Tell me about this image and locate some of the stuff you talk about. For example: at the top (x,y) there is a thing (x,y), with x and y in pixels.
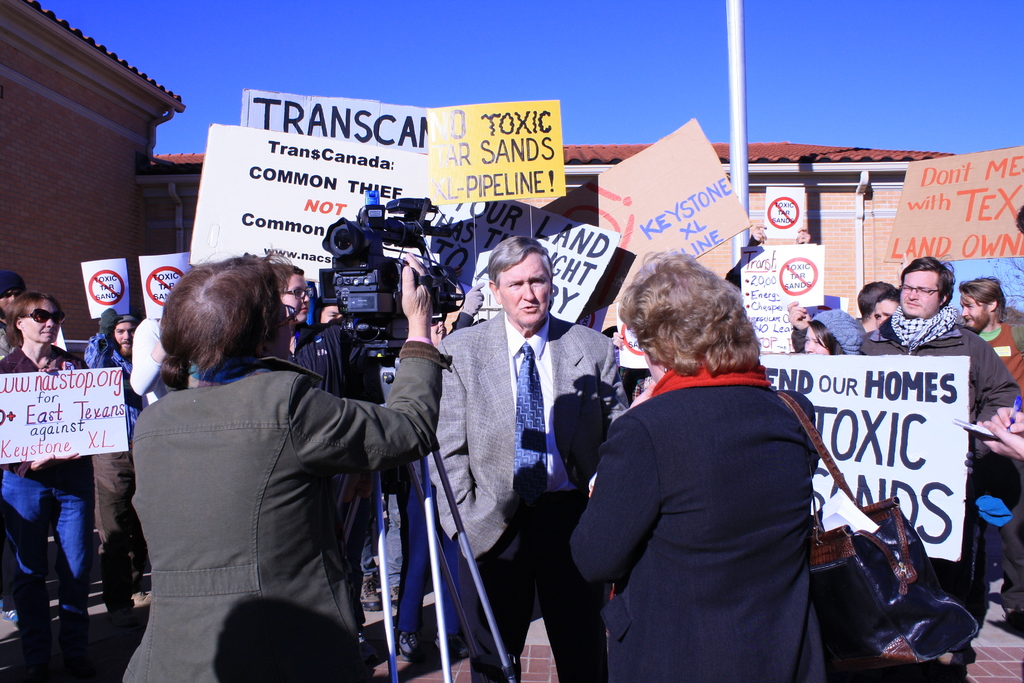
In this picture I can see three persons (532,285) standing, there is a camera (370,268) on the tripod stand (392,657), there are group of people (949,345) standing and holding the placards (726,208), there is a house (23,90), and in the background (488,64) there is sky (746,49).
